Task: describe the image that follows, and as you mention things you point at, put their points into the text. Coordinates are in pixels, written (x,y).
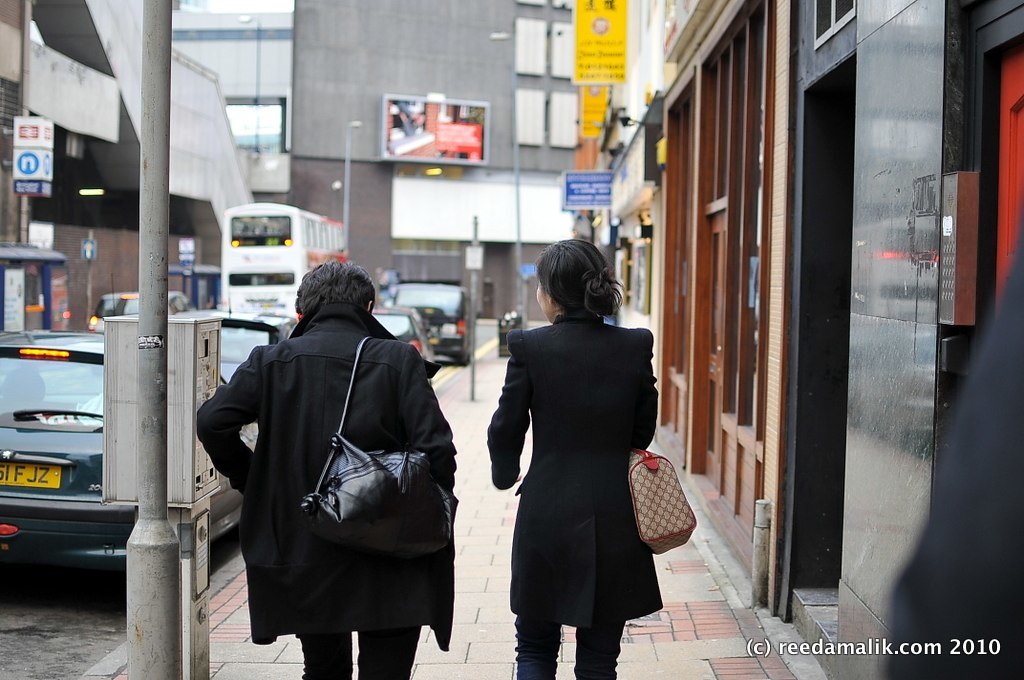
In this picture we can see two people (541,396) on the path (696,642). We can see poles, text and a few things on the boards (601,200). There are vehicles (256,438) on the road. We can see buildings (604,221) and other objects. There is a watermark (855,644), some text (797,648) and the numbers (962,651) in the bottom right (962,651).
